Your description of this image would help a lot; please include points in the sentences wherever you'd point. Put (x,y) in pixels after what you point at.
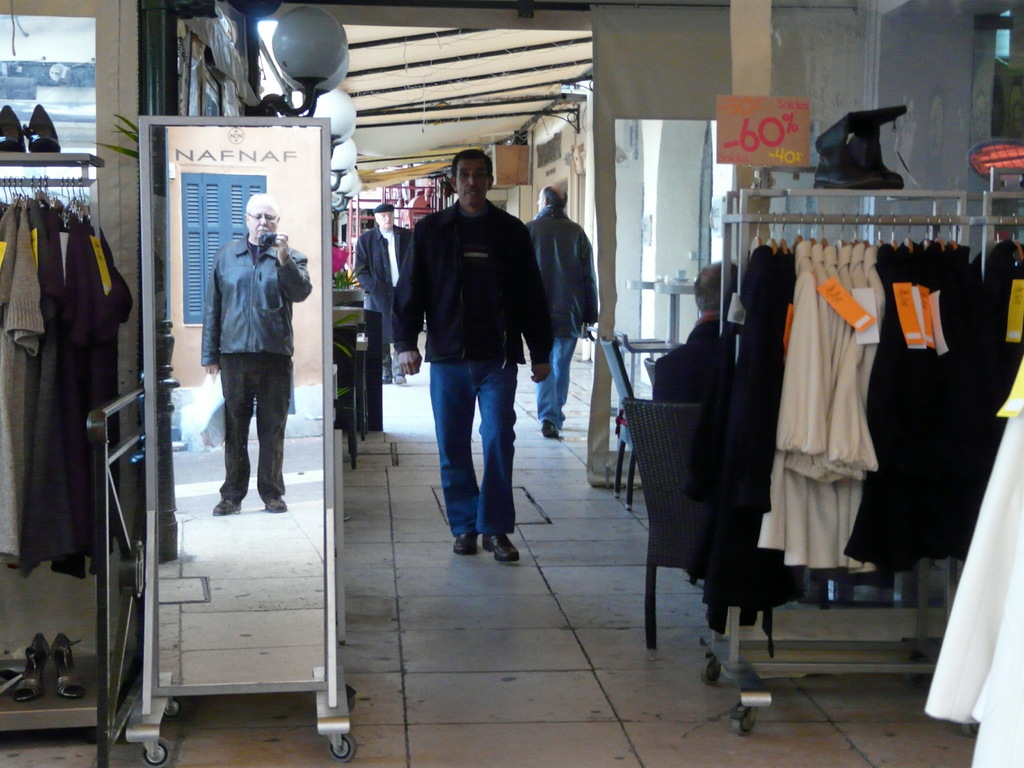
In this image in the middle (480,313), there is a man (478,307), he wears a jacket (453,354), trouser (469,492), shoes (473,549), he is walking. On the left (246,428) there is a mirror (260,377) in that there is a man (241,348), he wears a jacket (246,317), trouser (248,461), shoes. On the right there is a man (587,259), he wears a jacket (574,298), trouser (565,378), shoes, he is walking, in front of him there is a man (384,218), he wears a suit (384,257), trouser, shoes (395,377) and hat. In the foreground (272,385) there are many clothes (83,377), poster (752,150), floor (792,714), mirror (269,532) and wheels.
